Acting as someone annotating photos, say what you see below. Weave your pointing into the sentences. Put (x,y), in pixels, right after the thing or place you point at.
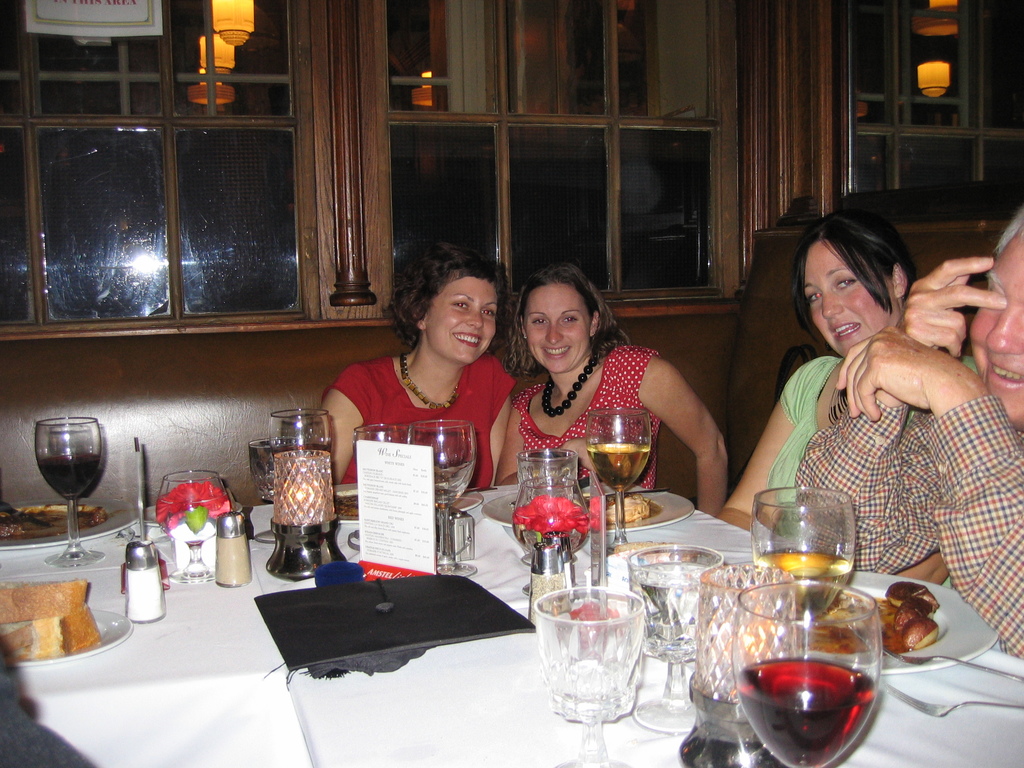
Four people (1005,387) are sitting at a dining table (686,532) and posing to camera.
